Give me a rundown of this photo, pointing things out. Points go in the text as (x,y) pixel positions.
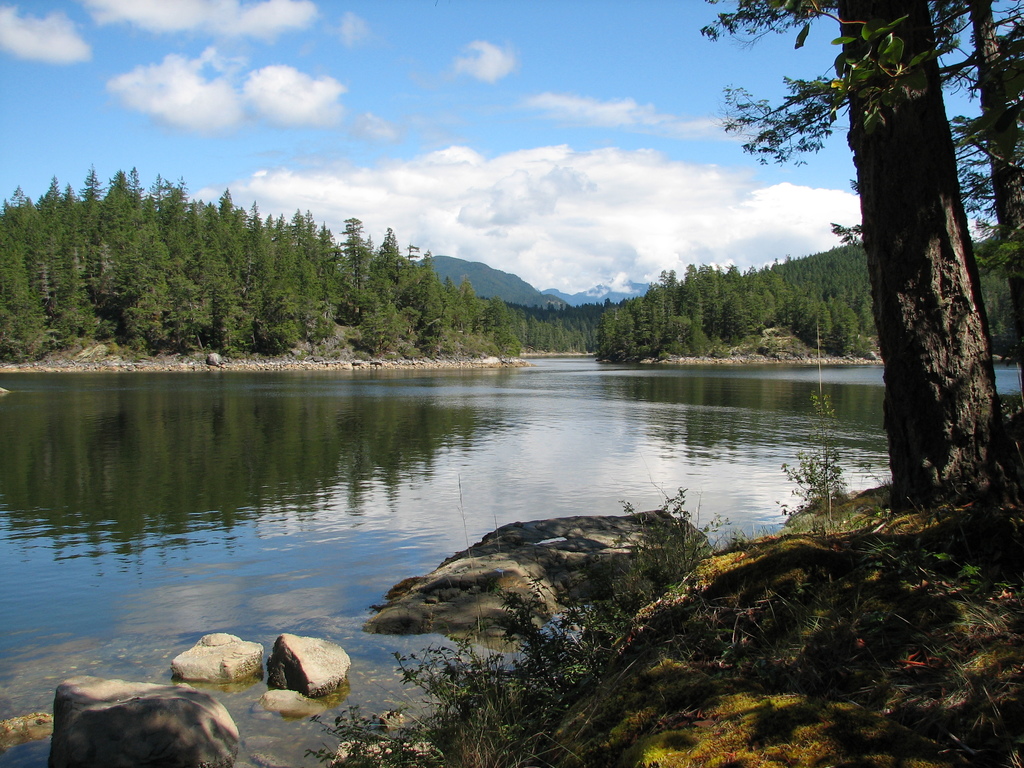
In this image we can see sky (441,115) with clouds (361,132), trees (909,83), stones (803,358), hills (734,293), rocks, twigs (765,607) and a lake (391,445).
